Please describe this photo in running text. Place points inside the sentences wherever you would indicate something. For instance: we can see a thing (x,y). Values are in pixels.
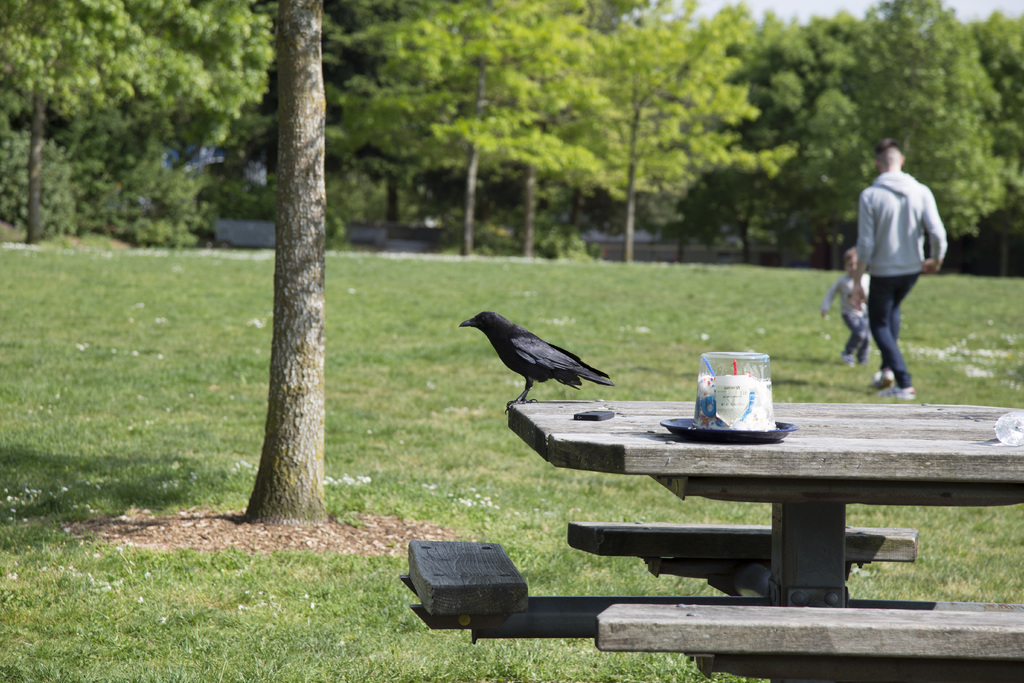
Completely an outdoor picture. Far there are number of trees (309,111). This man (903,283) and his kid (862,339) are walking on a grass (783,325). On this table (638,432) there is a bird (547,377) and plate (682,425).
